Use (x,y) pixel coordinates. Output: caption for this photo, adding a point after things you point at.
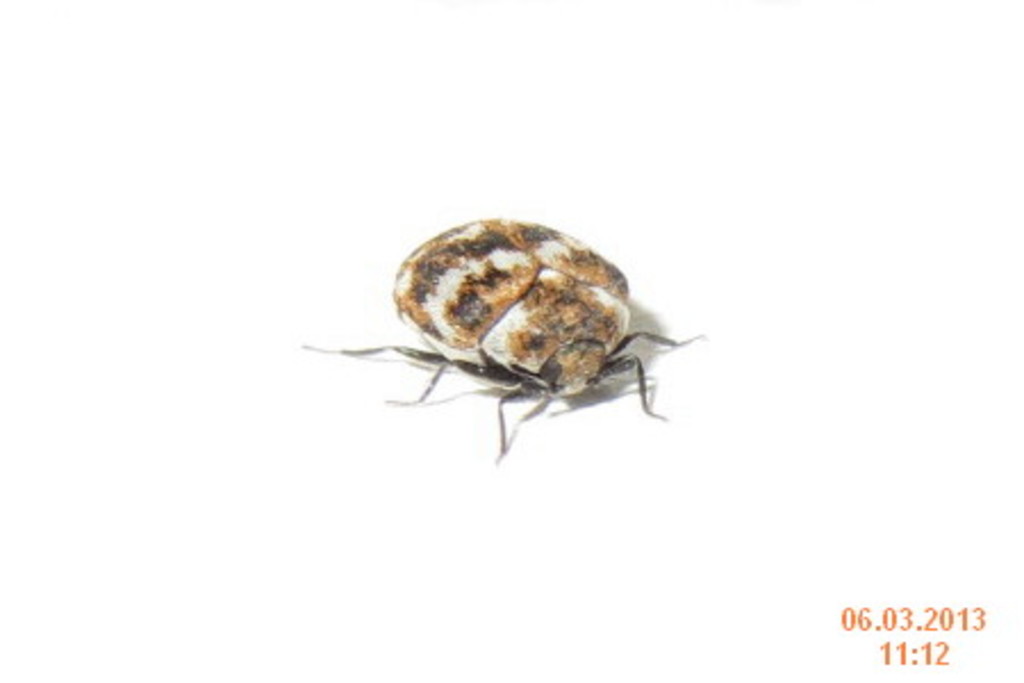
In the center of the image (418,266) we can see an insect (536,317) and the background of the image (266,169) is in white color. On the right (908,656) we can see the date (931,614) and the time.
